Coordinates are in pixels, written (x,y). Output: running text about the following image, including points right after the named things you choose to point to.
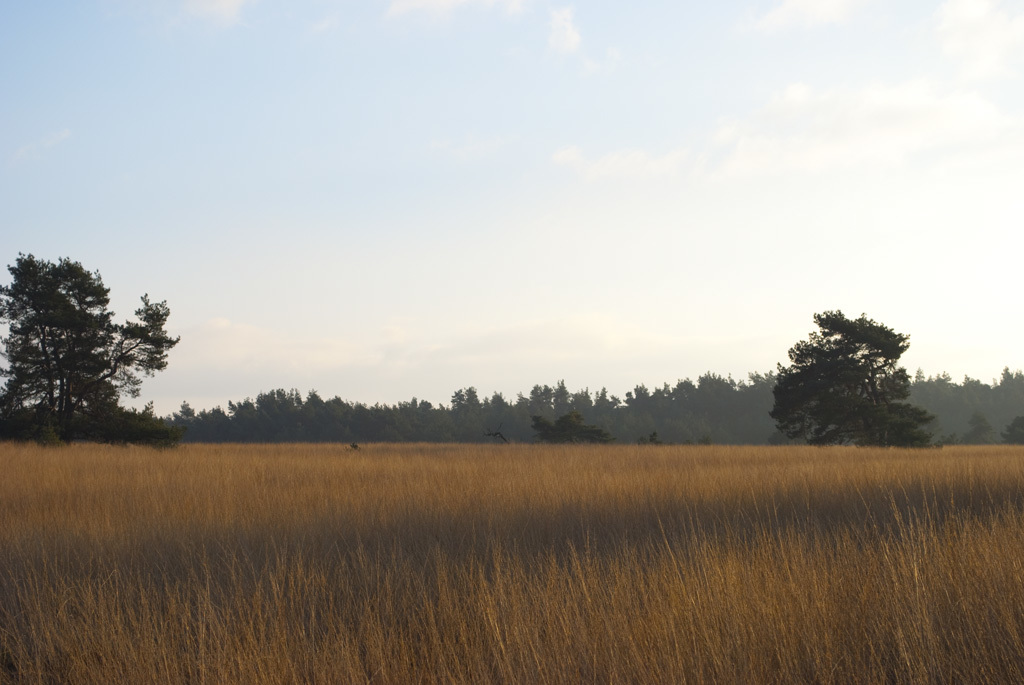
In this image there is a field (495,489) at the bottom (472,464). In the field (495,508) there is grass (479,518). At the top (448,183) there is the sky (422,226). In the background (46,411) there are so many trees (87,373).
